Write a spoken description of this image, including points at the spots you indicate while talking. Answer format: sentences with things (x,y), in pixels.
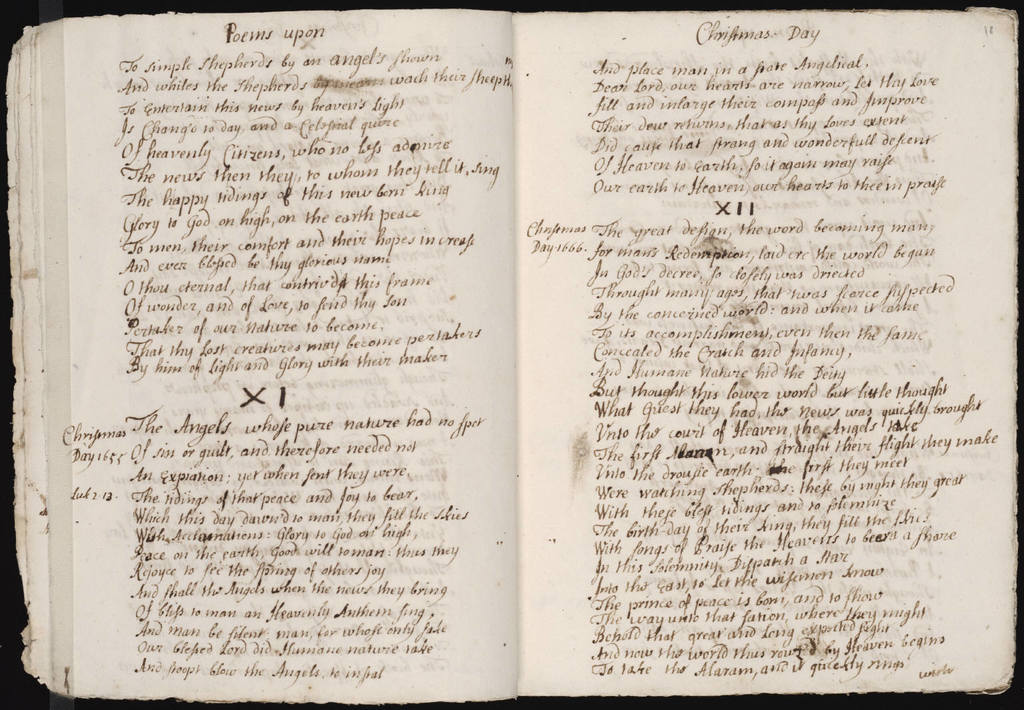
In this picture we can see a book (561,418), its contains some text (635,333).
